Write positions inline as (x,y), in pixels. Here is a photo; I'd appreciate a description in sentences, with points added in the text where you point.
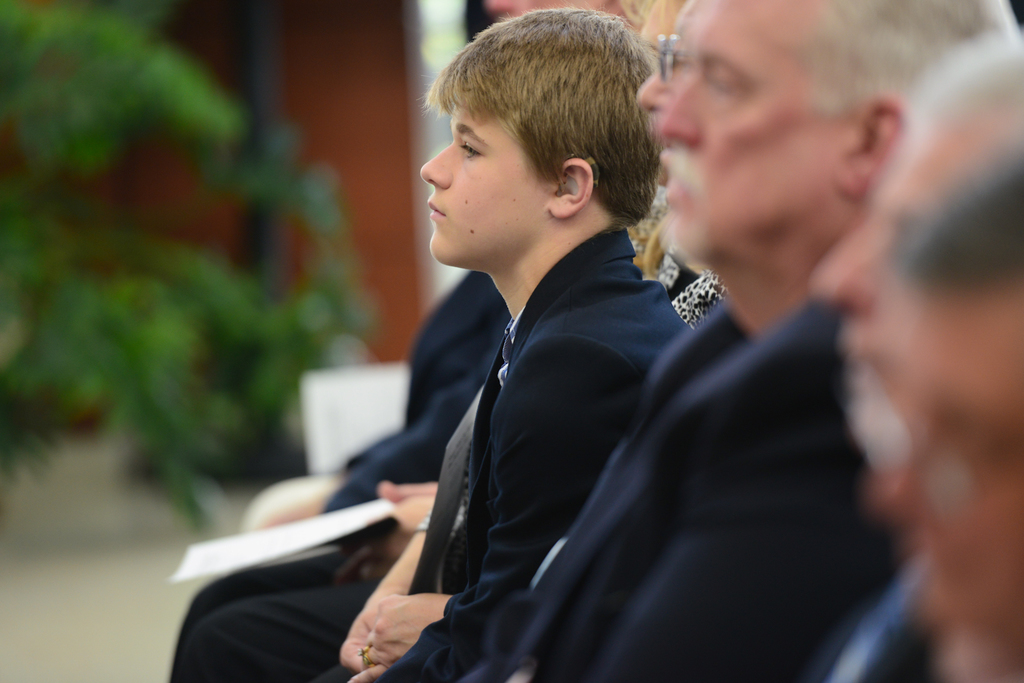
In this picture I can observe some people (604,523) in the middle of the picture (430,389). The background (268,95) is blurred.
